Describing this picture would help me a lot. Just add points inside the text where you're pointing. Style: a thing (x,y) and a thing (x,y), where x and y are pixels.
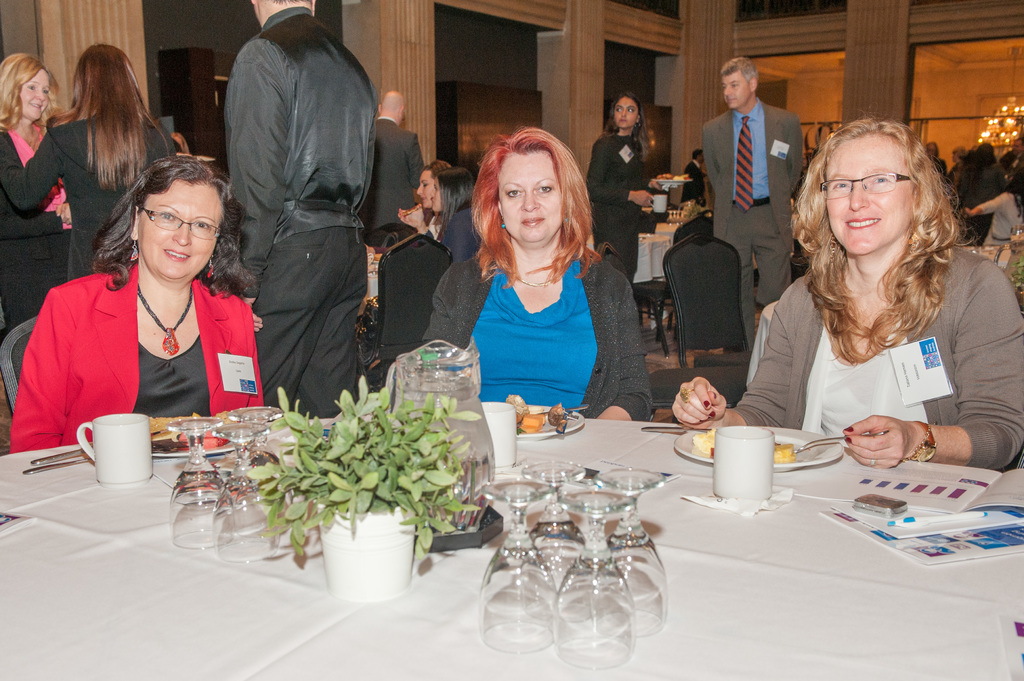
In this image in the front (504,618) there is a table (700,615) which is covered with a white colour cloth (778,602). On the table (835,586) there are glasses (514,562), there is a small plant (367,504), there is a jar (474,443), there are mugs (106,452), there are plates (520,430) and there are papers (919,471) and in the center (478,268) there are persons (515,266) sitting and smiling and in the background (742,139) there are persons (699,158) standing and there is an empty chair (722,280) which is black in colour and on the right side (1006,119) there is a chandelier (1000,108) hanging and there is a wall (583,65).
